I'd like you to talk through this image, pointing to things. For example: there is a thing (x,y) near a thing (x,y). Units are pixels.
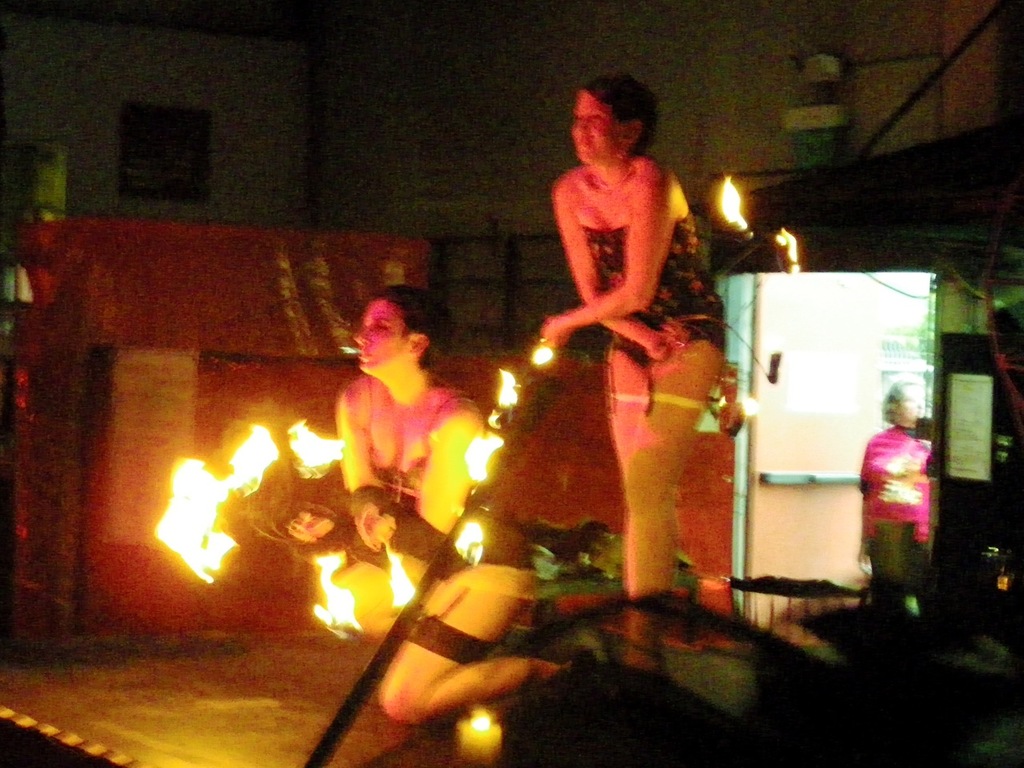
In this image I can see two persons (665,187) and they are juggling the fire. In the background (879,483) I can see the other person (906,488) standing and I can also see the door (811,346).
